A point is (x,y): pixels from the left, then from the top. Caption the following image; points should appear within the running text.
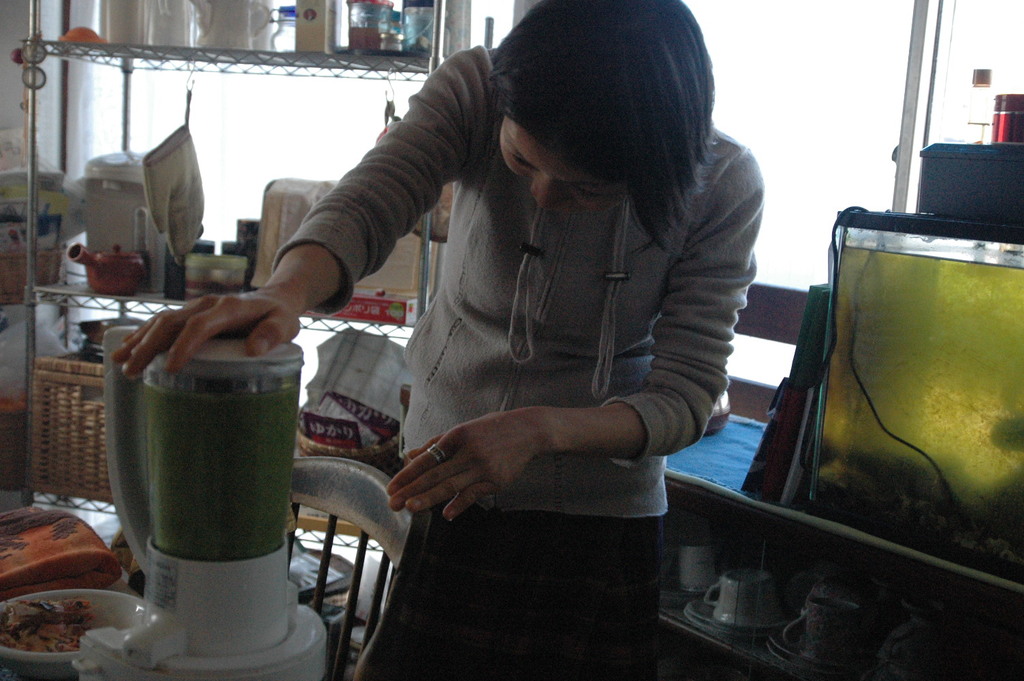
There is a woman (546,331) standing in front of a chair (331,540), placing her hand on a mixer (210,531). The mixer (216,558) is on the table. There is food (56,621) on the table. In the background (136,27) there is a cupboard (101,43) in which some food items (292,25) are placed here. There is an aquarium (877,387) to the right of the image (949,413).
